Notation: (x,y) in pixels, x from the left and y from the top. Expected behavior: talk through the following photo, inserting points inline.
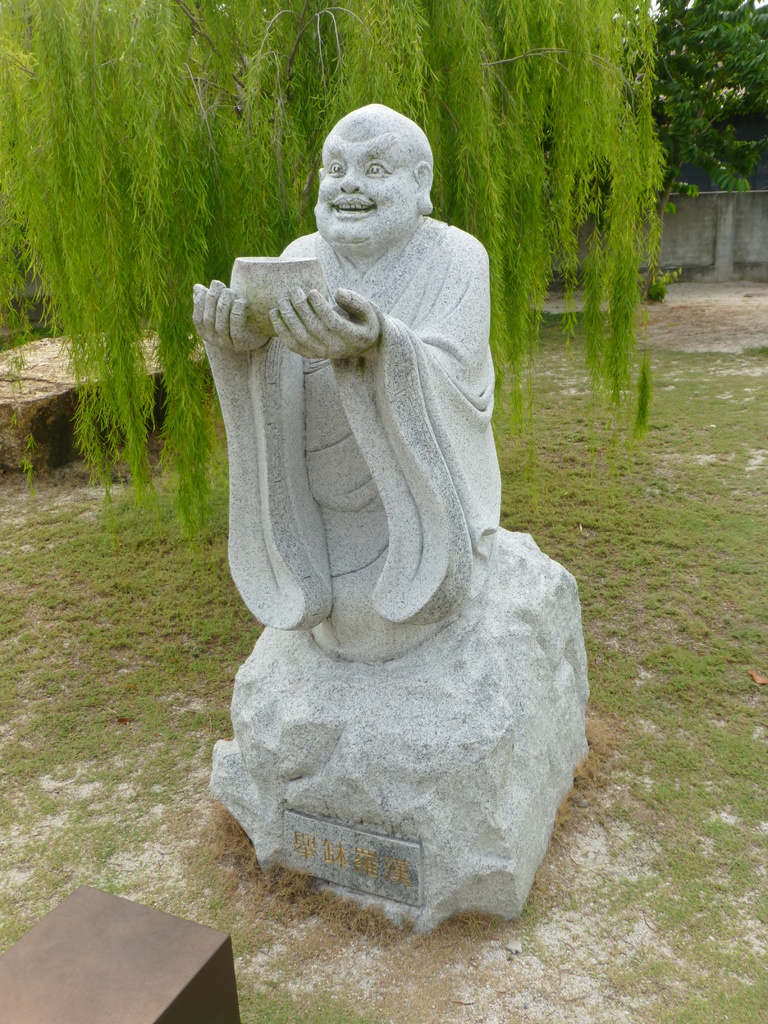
In this image there is a statue (333,634) on the grassland (8,601) having few rocks (23,351). Right side (720,258) there is a wall (710,258). Left bottom there is an object (187,1018) on the grassland (408,979). Top of the image (482,166) there are few branches (140,150) having leaves (169,166). Background (727,163) there are few trees (753,152).
